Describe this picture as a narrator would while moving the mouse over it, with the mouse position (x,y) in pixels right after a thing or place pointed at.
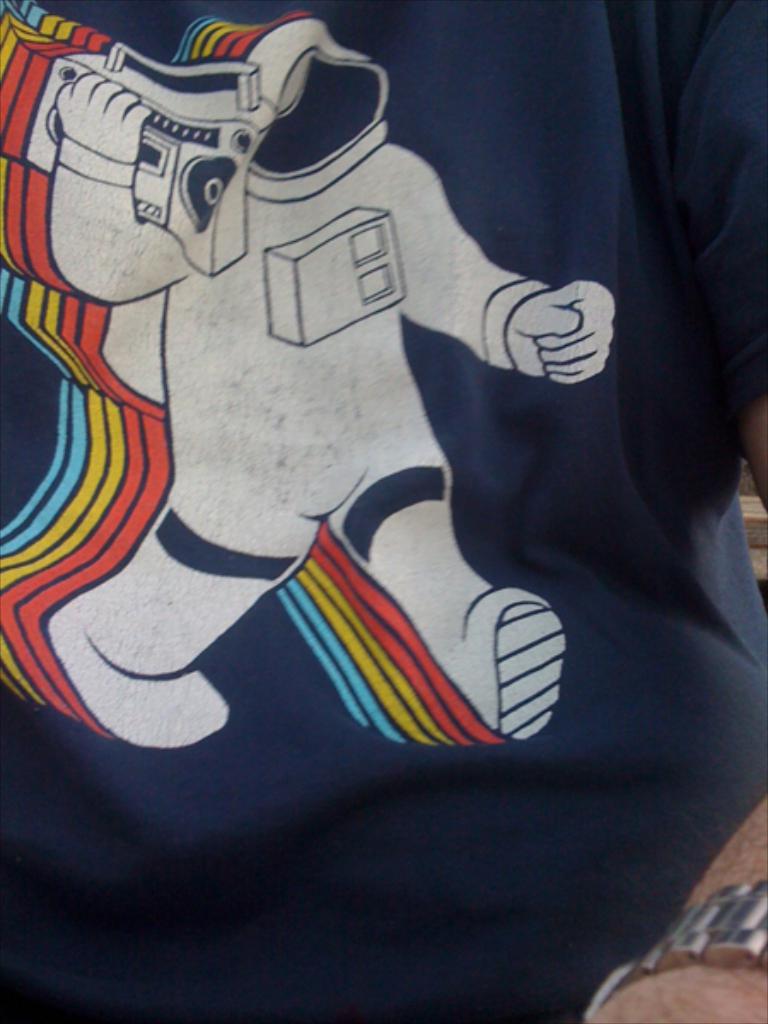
In this image I can see a person's hand (749,1004) and I can see this person (419,491) is wearing blue colour dress (292,349). I can also see something over here.
